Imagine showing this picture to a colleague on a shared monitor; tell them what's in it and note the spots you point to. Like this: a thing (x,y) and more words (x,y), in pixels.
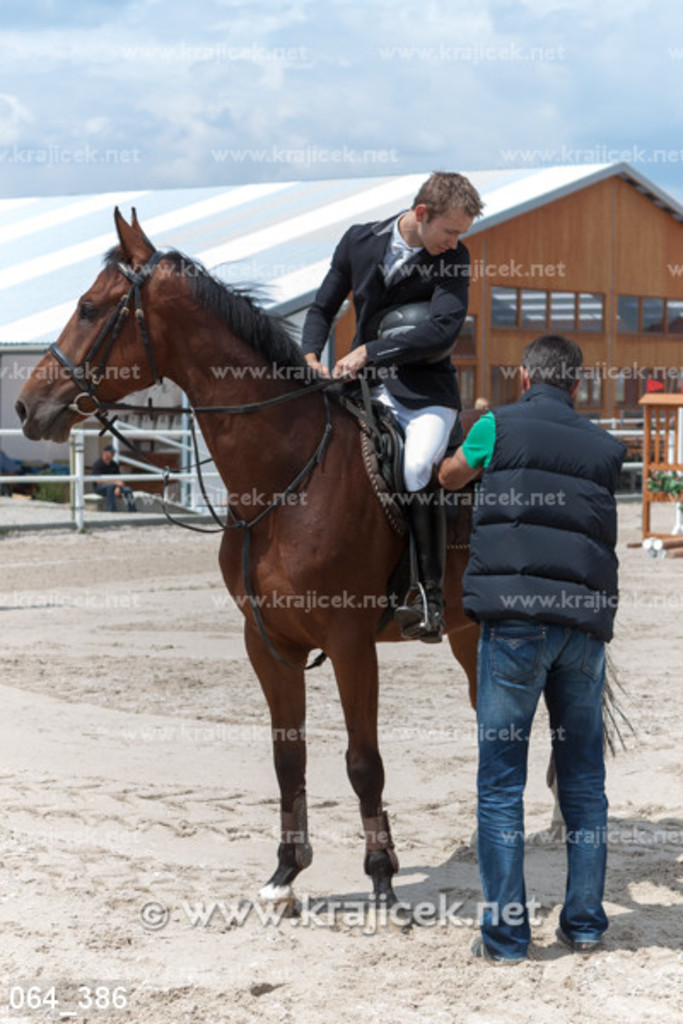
There is a person (438,286) in black color jacket (335,273), holding helmet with one hand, holding threads (360,378) with both hands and sitting on the horse (361,595), which is on the ground (319,891), near a person (533,469) who is standing on the ground (538,997). In the background (679,211), there is a shed (58,208), there are clouds (306,64) in the blue sky (186,31).
